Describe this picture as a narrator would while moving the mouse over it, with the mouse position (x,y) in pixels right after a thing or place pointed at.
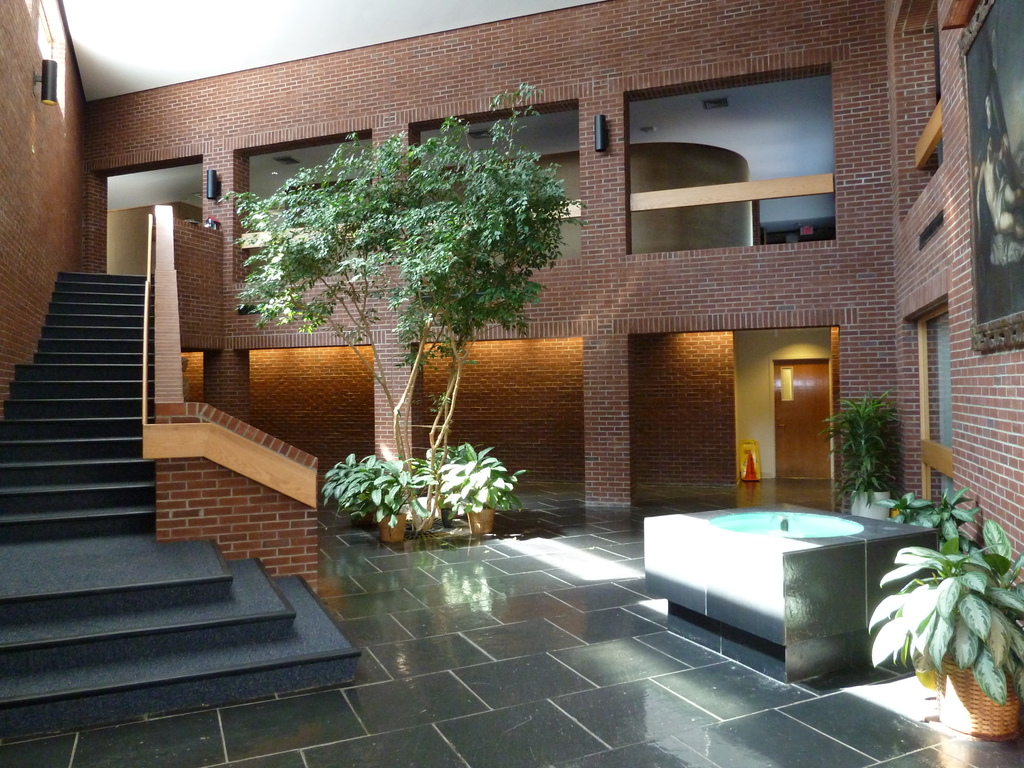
In this image in the center (413,506) there are plants (427,488). On the right side (789,421) there is a door (799,435) and a red colour stand (746,473) and there is a wall (588,390). On the right side of the wall (973,365) there is a frame (993,305). In front of the wall (994,473) there are plants (944,607). On the left side (95,395) there is a staircase (73,388).
